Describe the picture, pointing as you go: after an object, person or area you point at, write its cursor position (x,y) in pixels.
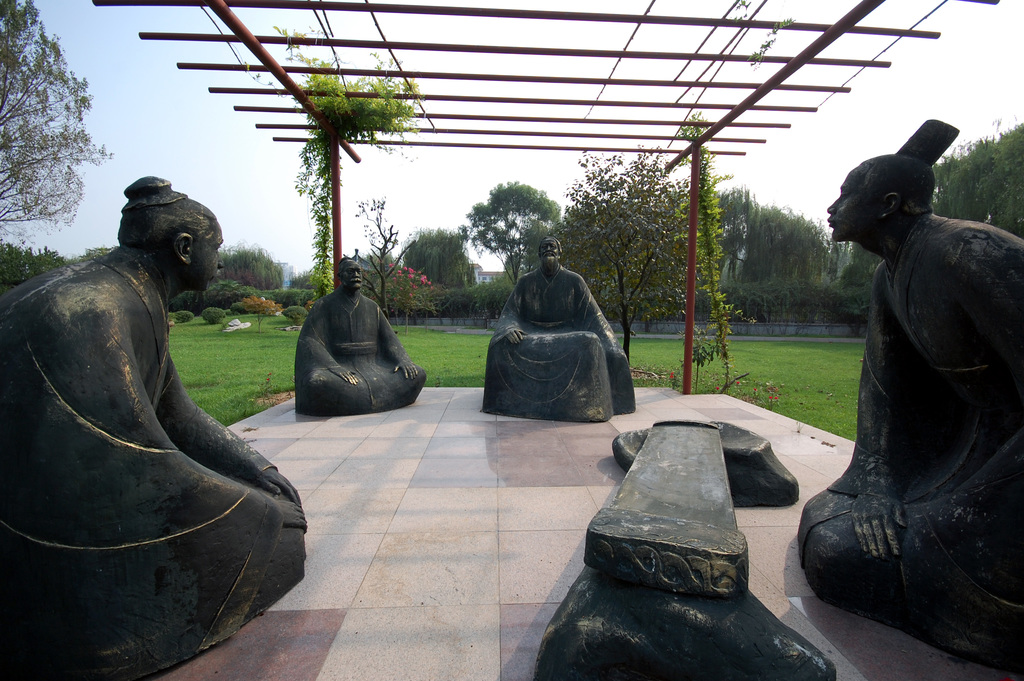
In this picture, there are four men statues (314,369) on the floor (475,489) which are made up of stone (489,372). On the top (209,66), there are iron rods (399,68) with supporting rods (695,217). In the background (260,290), there is a garden (815,331) with grass (810,368), trees (615,250), flowers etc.
